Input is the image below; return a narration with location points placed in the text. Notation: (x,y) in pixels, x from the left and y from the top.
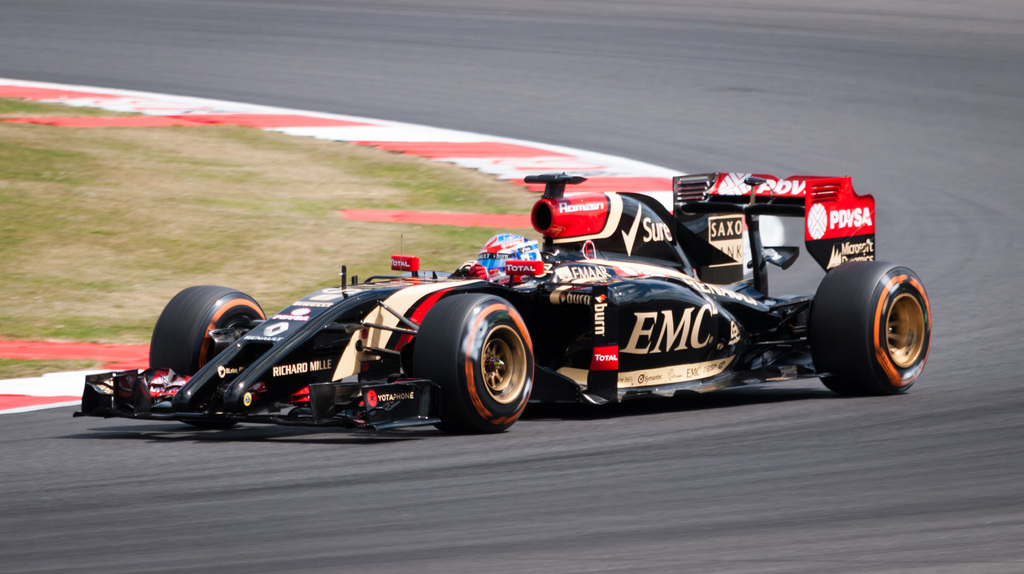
In the center of the image (527,279), we can see a vehicle (426,347) on the road (520,509) and there is ground (221,192).
